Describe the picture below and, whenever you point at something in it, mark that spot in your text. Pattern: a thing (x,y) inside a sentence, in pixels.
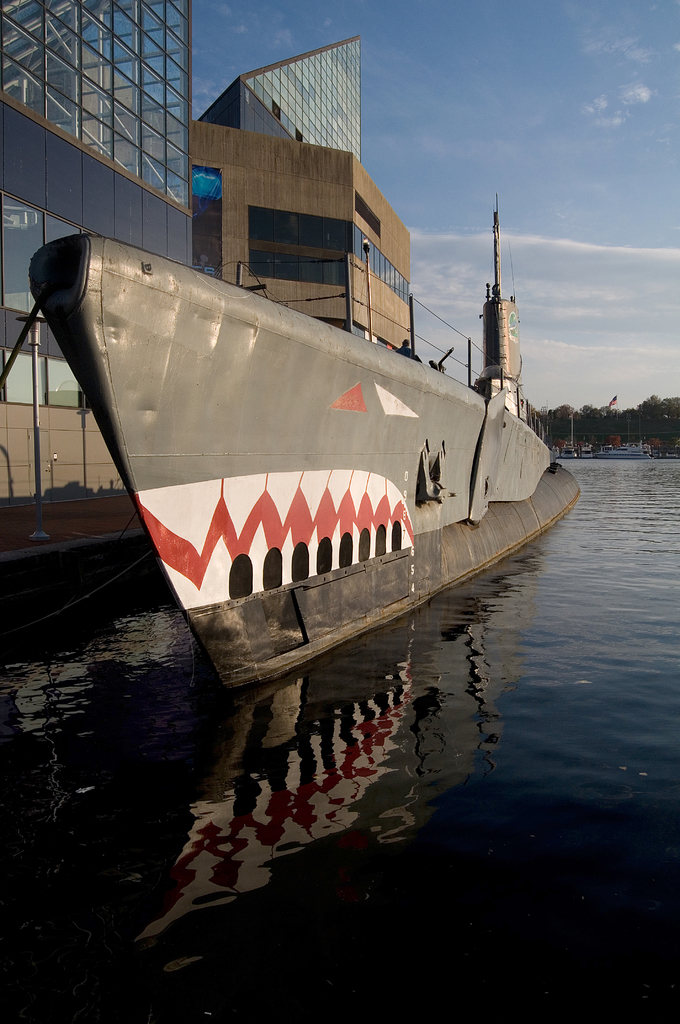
This image consists of a ship (240,466). At the bottom (339,820), there is water (348,806). On the left (39,198), we can see the buildings (219,256) along with windows (36,214). At the top (647,301), there are clouds (633,310) in the sky (565,198). In the background (673,410), there are trees (669,400).
